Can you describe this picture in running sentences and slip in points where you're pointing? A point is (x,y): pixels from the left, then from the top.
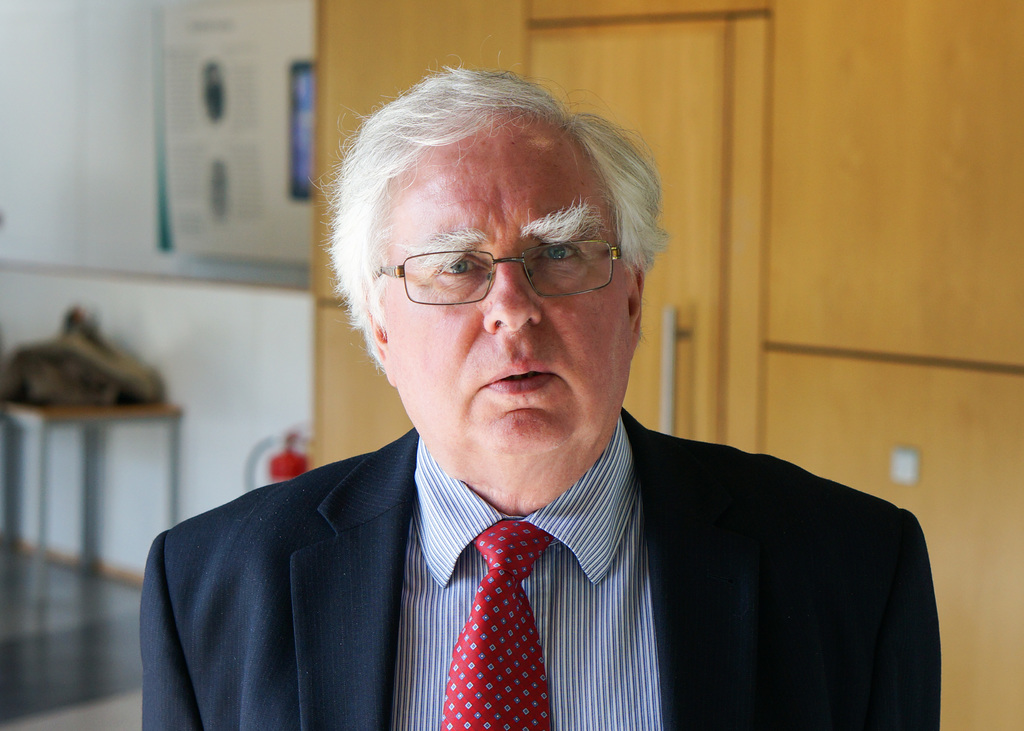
A man (618,321) is standing wearing suit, this is door (710,301), this is bench (80,410) on it there is an object (106,394), this is fire extinguisher (279,457).
